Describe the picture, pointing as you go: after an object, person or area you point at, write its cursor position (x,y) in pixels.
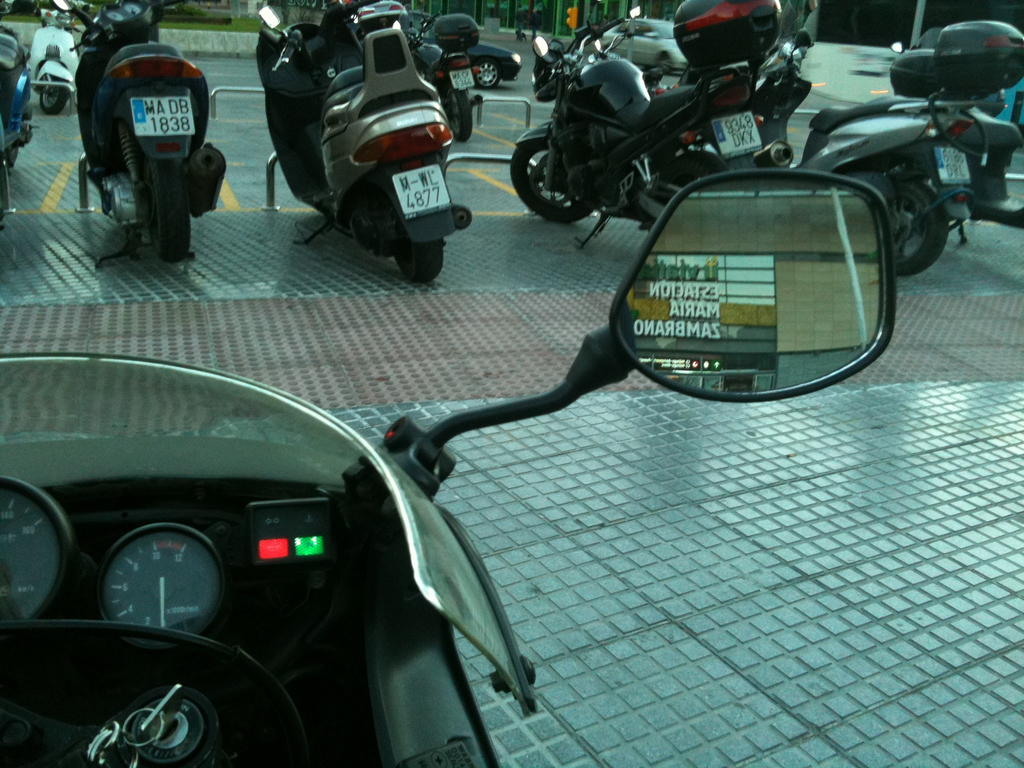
In this picture there is a side mirror (581,369) of a vehicle (289,497) and there are few other vehicles (411,100) and some other objects (546,30) in the background (476,33).
